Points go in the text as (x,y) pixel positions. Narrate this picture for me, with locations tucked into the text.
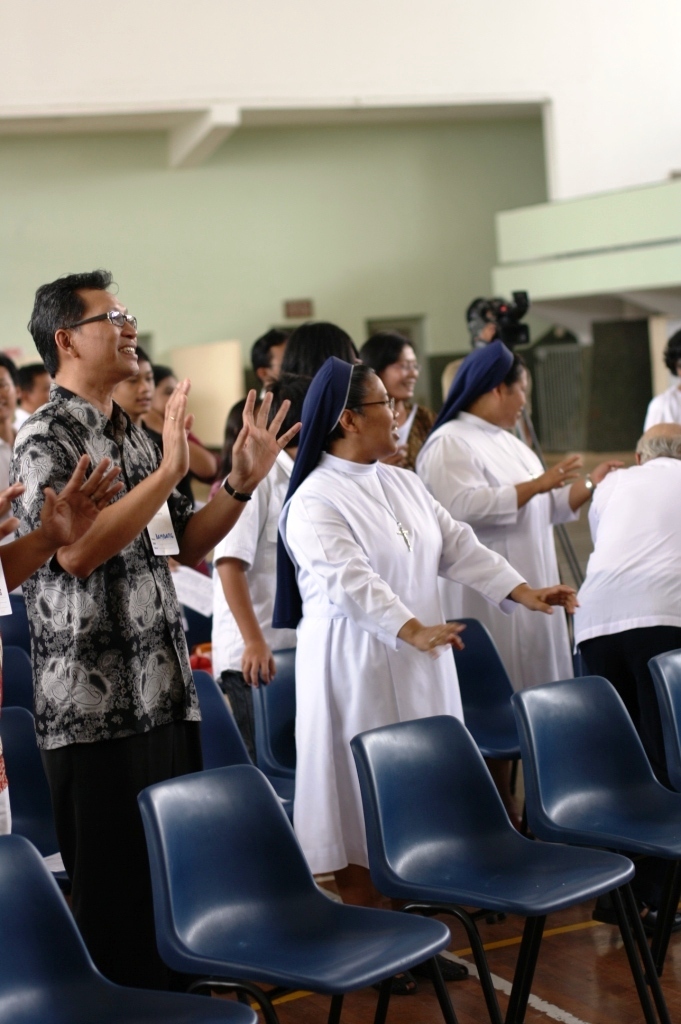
In this image, there are some persons (295,639) wearing clothes (1,475) and standing in front of these persons (242,682). There is a wall (249,298) behind these persons (249,410). This person (110,369) is wearing spectacles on his head (57,341).
